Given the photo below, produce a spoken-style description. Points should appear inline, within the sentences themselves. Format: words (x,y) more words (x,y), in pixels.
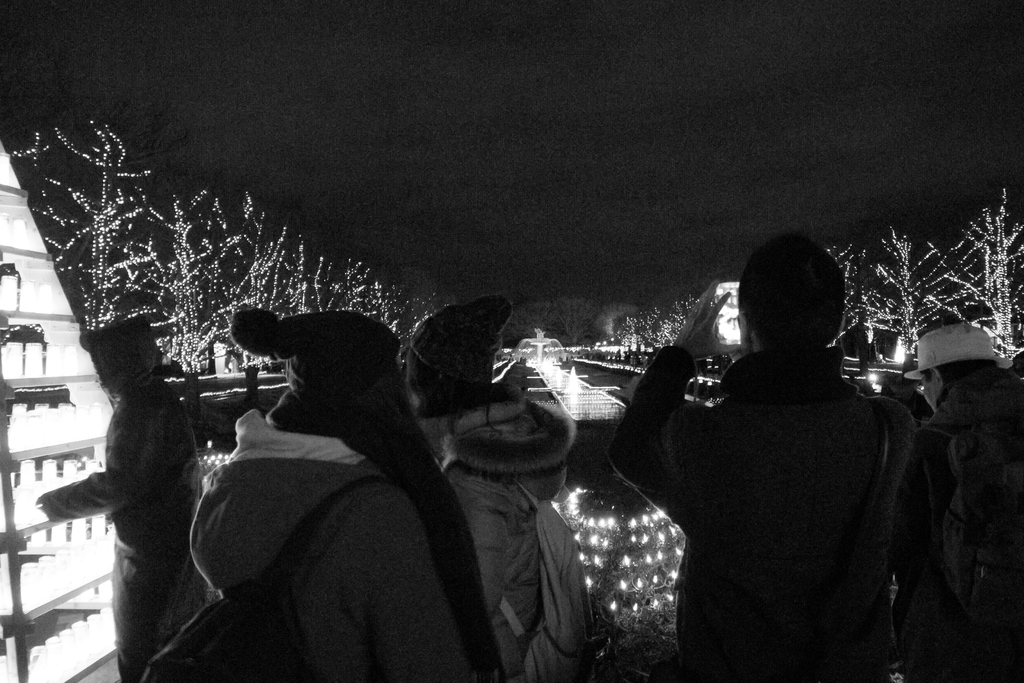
This is a black and white image. There are a few people (553,442). We can see the sky (582,181) and the ground (618,485) with some objects (580,401). There are a few trees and lights (636,371). We can see some objects (39,660) on the left (21,651).
